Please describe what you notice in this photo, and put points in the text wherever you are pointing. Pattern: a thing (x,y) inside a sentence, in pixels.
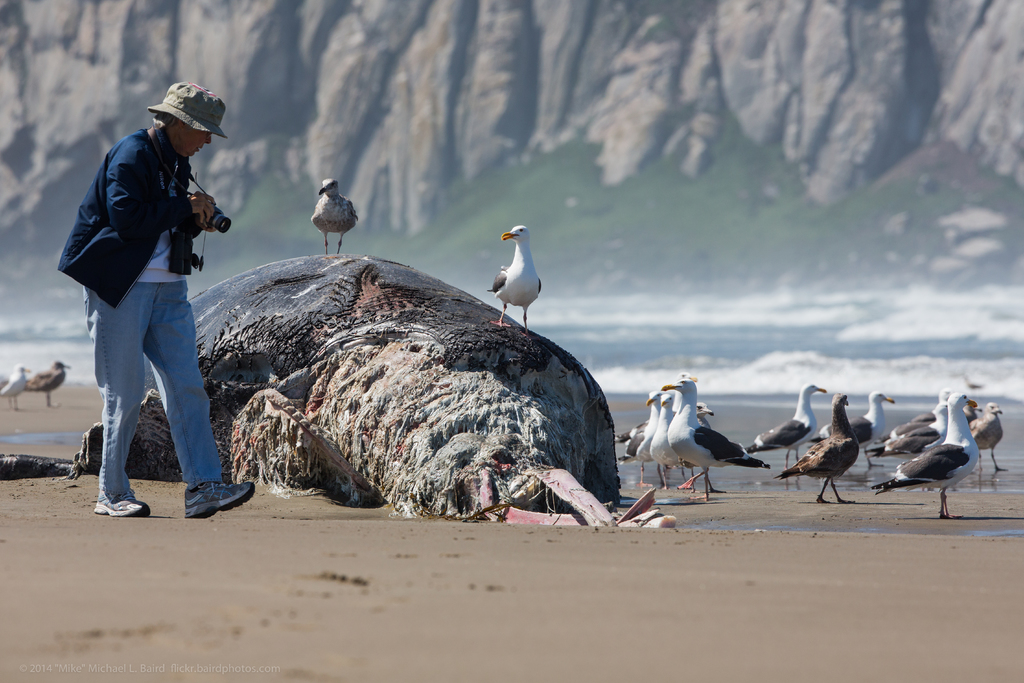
In this image, I can see a person (187,506) walking on the sand (331,555). I can see the body (320,481) of a dead whale (289,453) and there are birds (51,387). In the background (63,72), I can see the hills (751,76) and the sea (878,355). In the bottom left corner of the image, there is a watermark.
